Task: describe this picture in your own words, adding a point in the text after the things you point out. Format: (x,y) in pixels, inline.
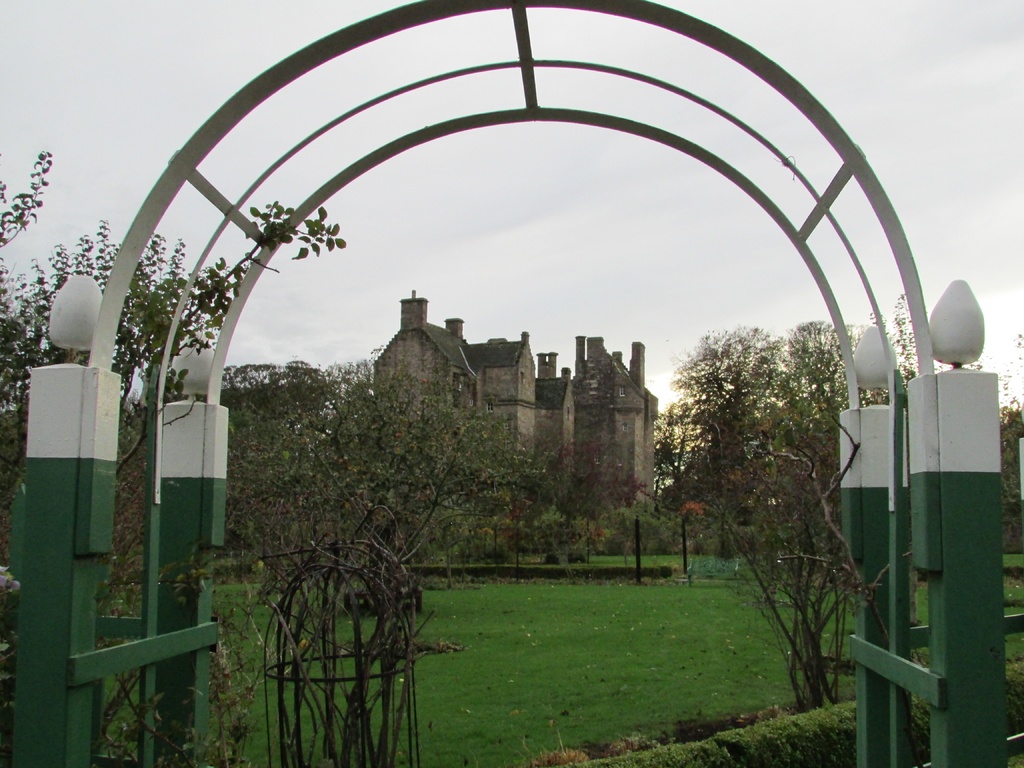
In this picture there is a white and green color arch (179,526). Behind there is a garden (498,673) and in the background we can see the old castle house (464,382).
